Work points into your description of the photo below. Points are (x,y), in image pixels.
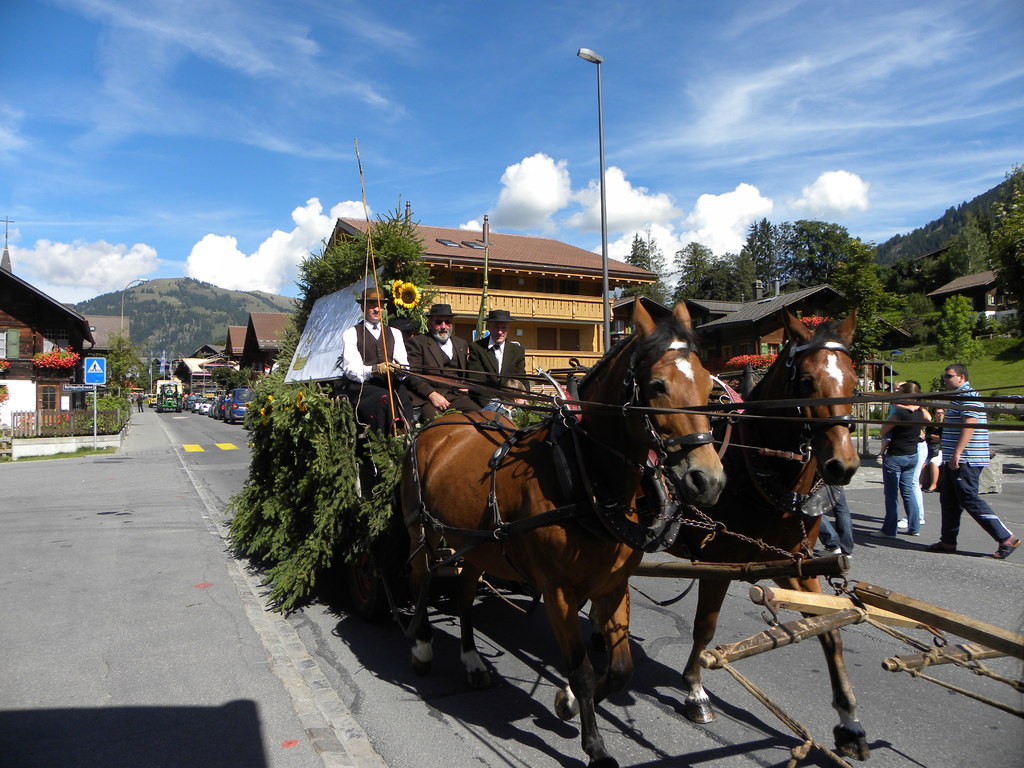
In this picture we can see there are three people (356,365) sitting on a cart (317,416) and on the cart (349,383) there is a board (319,313), flowers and other things (379,264). The cart (350,400) is pulling by the horses (497,513) and a person (382,360) is holding the ropes (392,368). On the right side of the horses (443,429) there are some people (901,452) standing and a person (950,460) is walking. Behind the horses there are vehicles (215,408) parked on the road (136,456), trees (118,397), fence (68,412), houses (99,351), hills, poles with a sign board (93,362) and a light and sky (215,257).
